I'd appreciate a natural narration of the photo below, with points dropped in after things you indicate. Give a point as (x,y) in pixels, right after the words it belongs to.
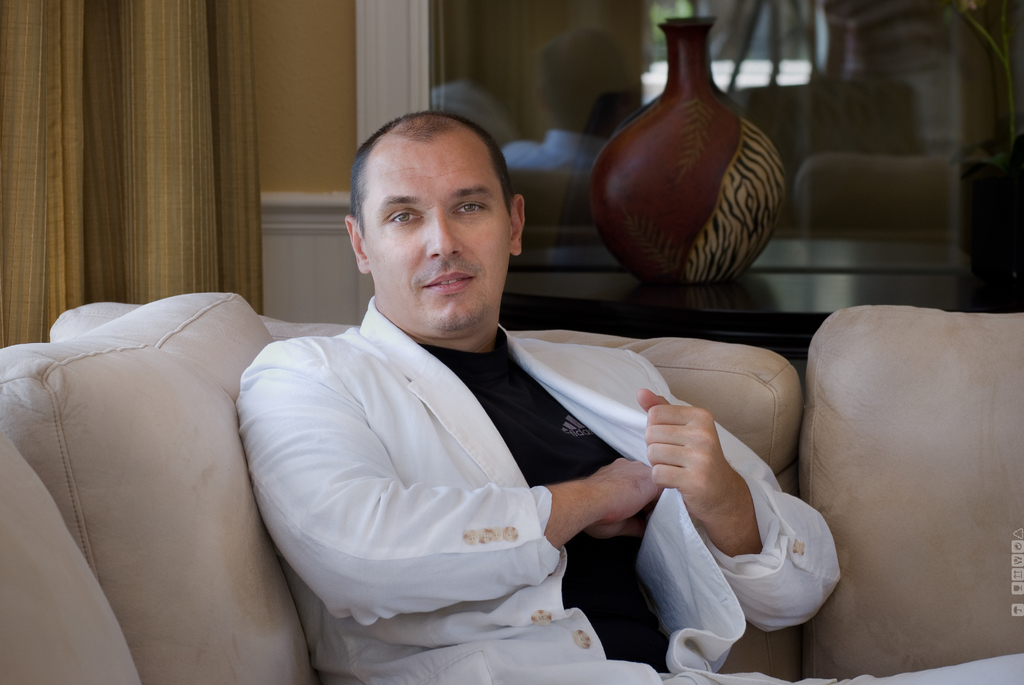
In this image, we can see a man (481,555) in a suit (496,469) is sitting on the couch (828,631). Here we can see curtain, showpiece (709,195) on the black surface (715,311). Background (523,110) there is a wall (273,160) and glass (541,112).
